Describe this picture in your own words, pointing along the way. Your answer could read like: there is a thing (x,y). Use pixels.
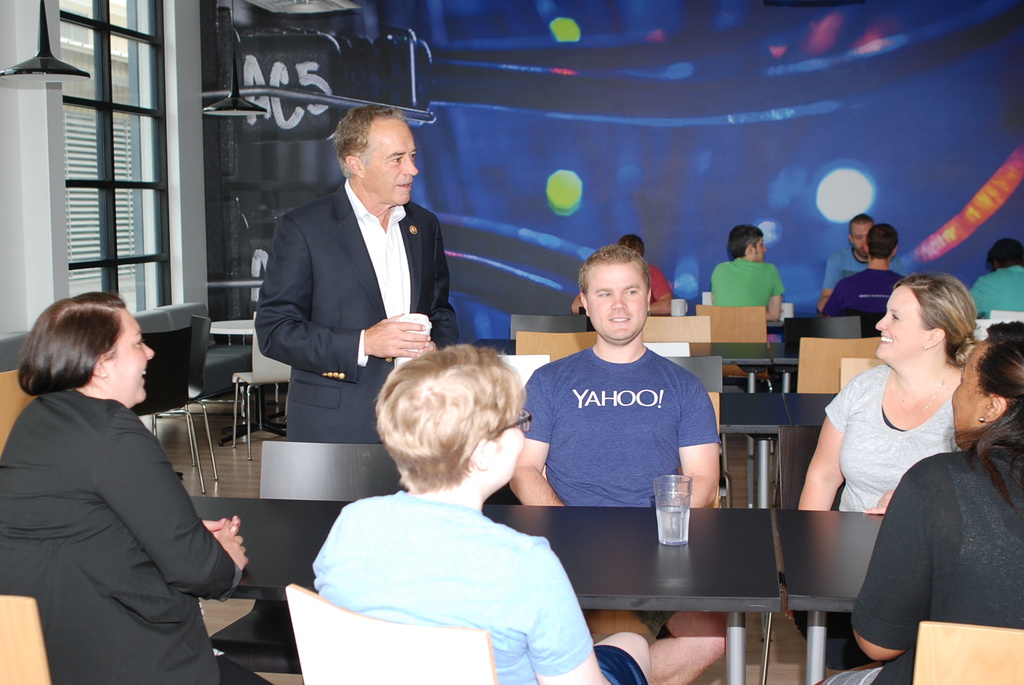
In this picture we can see people (718,465) are sitting on the chairs (801,479) and there is a person (302,428) standing on the floor (188,471). Here we can see tables (739,557), chairs (182,347), lights (229,95), and a window (137,0). On the table (717,550) there is a glass (681,534). In the background (669,121) we can see painting (756,144) on the wall (756,161).
